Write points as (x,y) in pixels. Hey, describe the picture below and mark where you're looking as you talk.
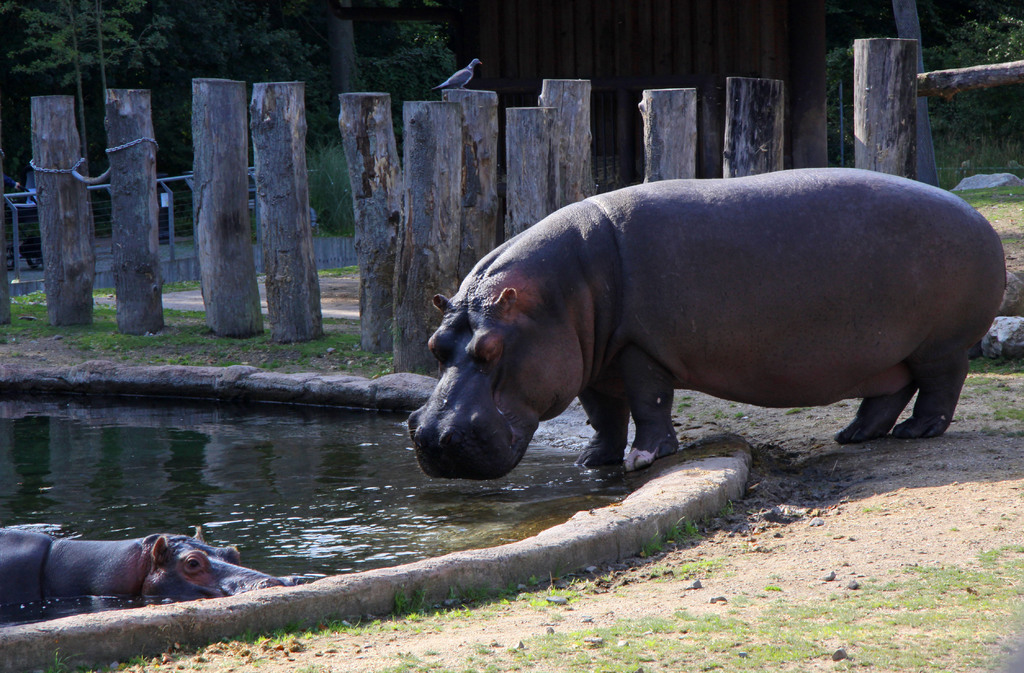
In this image there is a hippopotamus (793,283) standing on the ground (908,408) and trying to drink the water (488,487). In the background (423,136) there are wooden sticks (371,154). On the left side (77,555) bottom there is another hippopotamus (119,542) which is swimming in the water (194,526). In the background (496,45) there is a wooden door (540,15), Beside the door (496,51) there are trees (312,26). On the ground (701,579) there are stones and grass (824,597).
